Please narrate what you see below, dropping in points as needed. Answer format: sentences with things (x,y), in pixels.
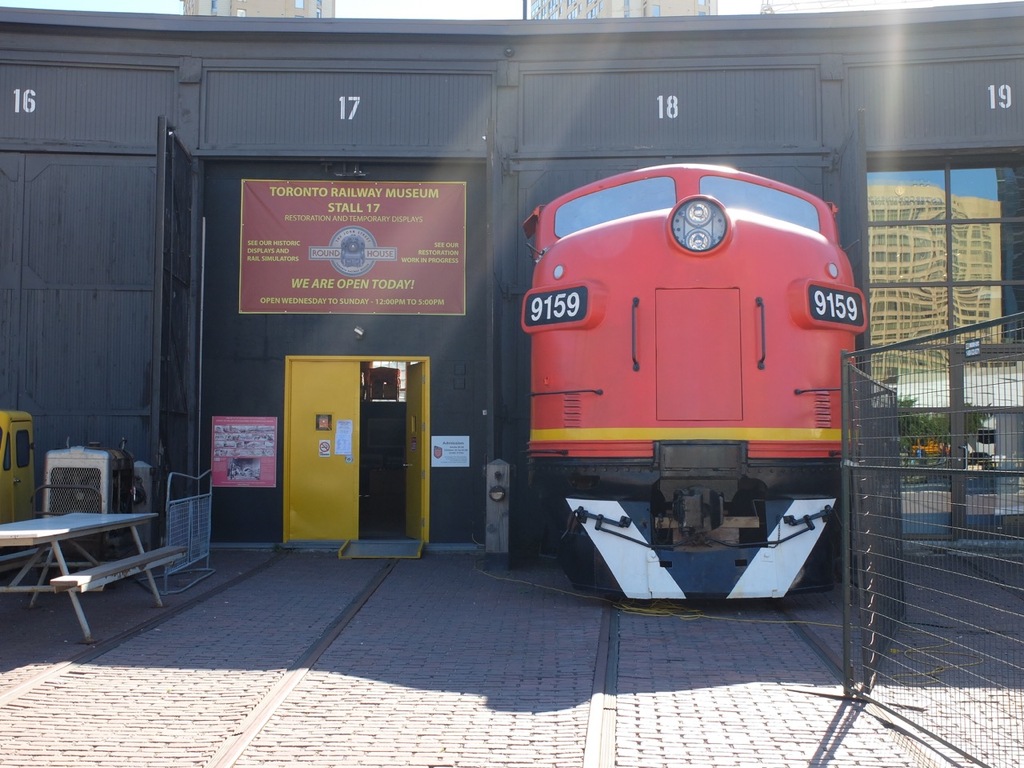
In this image we can see one railway museum (517,68), one train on the railway track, one glass window (943,300), one yellow door (296,364), some numbers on the museum wall (442,523), some objects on the surface (988,672), backside of the museum (447,544) there are some buildings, one gate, one fence (981,728), some posters (259,432) with text (461,445), some papers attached to the yellow door (427,500), one bench (94,572) with table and at the top (144,6) there is the sky (757,3).
